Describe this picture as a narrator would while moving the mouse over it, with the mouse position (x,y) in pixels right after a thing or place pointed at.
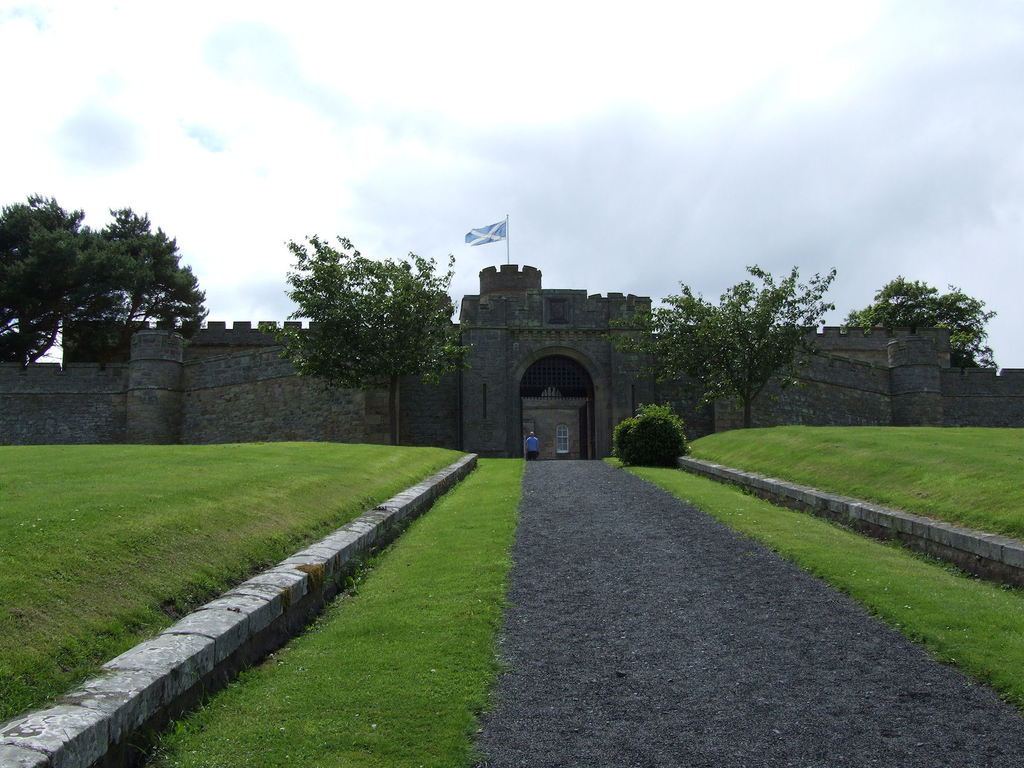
In this image I can see a fort entrance (508,364). There is a person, there is grass (963,453), there are trees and in the background (488,211) there is sky (416,164).
